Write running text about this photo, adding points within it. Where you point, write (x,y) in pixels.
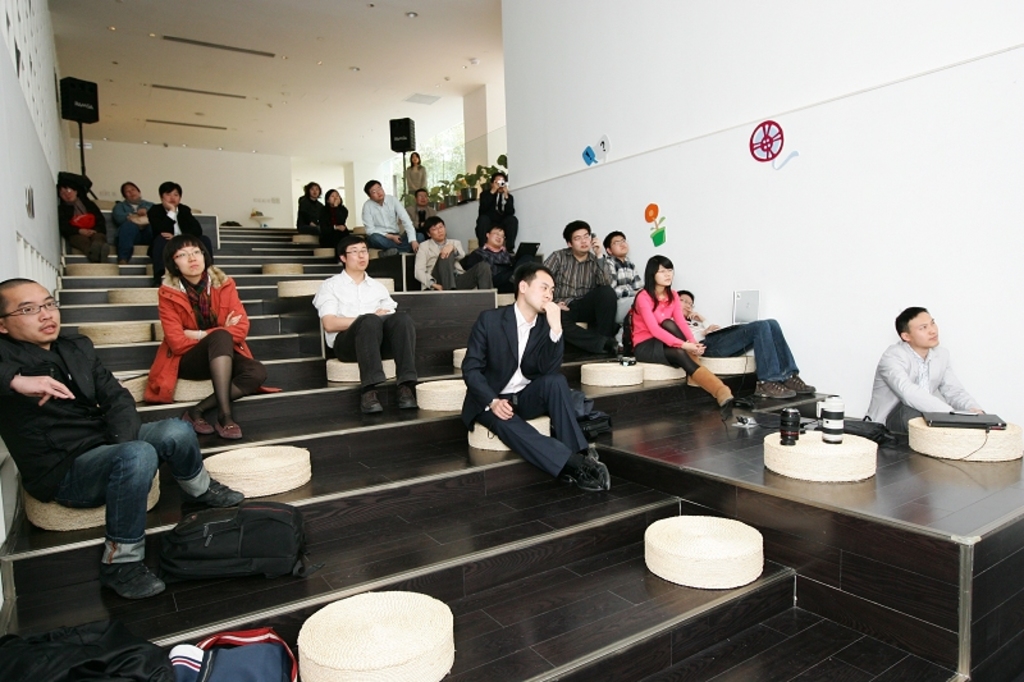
This image is taken indoors. In the background (845,129) there are a few walls (130,150) and there are a few pillars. There are a few paintings (601,148) on the wall (707,156). At the top of the image (203,63) there is a ceiling (207,98) with a few lights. There are two speaker boxes (401,144). In the middle of the image (520,303) many people (197,492) are sitting on the seats (219,475). At the bottom of the image (640,629) there is a floor (557,616) and there are many backpacks (192,658) on the stairs (344,472). There are a few plants (442,198) in the pots (462,200) and a woman (415,179) is standing on the floor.
